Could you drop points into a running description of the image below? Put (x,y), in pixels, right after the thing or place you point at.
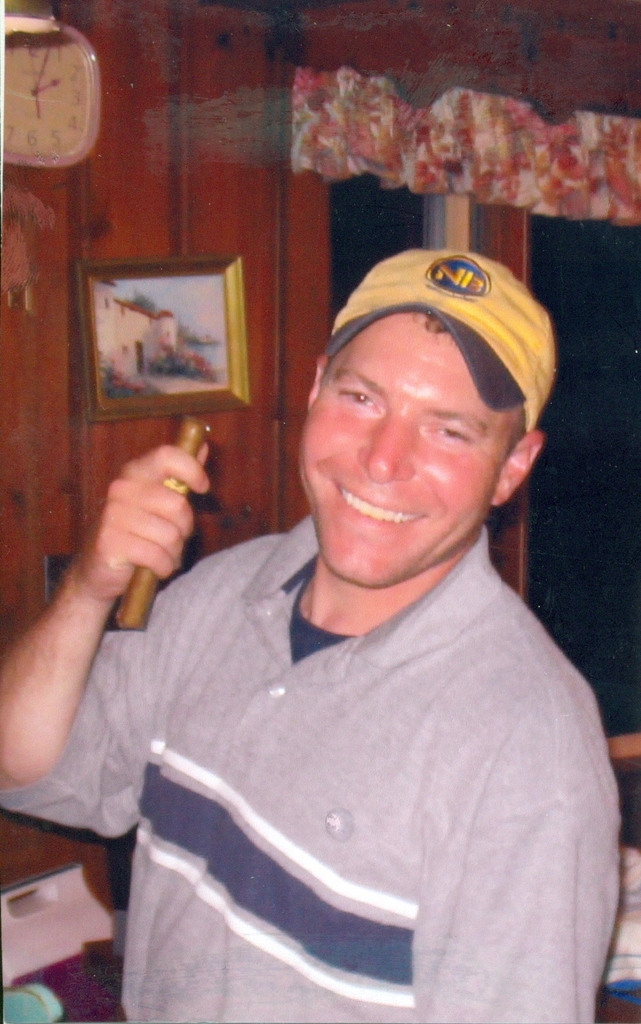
In this picture, we can see a person (190,785) holding an object (136,612), and in the background (226,218) we can see the wall (168,252) with some objects (37,152) attached to it, and we can see some object (10,1016) in the bottom left side of the picture (100,933).
